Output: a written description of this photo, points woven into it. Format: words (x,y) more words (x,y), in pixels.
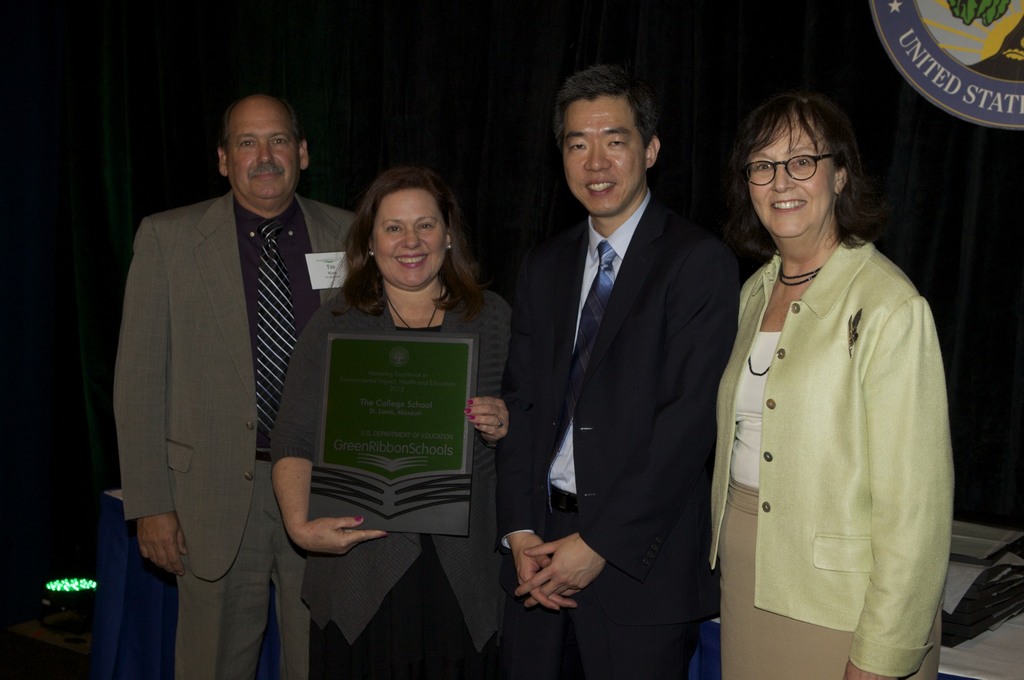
In the image we can see two men (235,298) and two women (482,329), standing, wearing clothes (781,410) and they are smiling. Here we can see a woman (307,432) holding an object (353,463) in her hands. Here we can see the board (958,40) and text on the board (939,60) and the curtains (225,43).
